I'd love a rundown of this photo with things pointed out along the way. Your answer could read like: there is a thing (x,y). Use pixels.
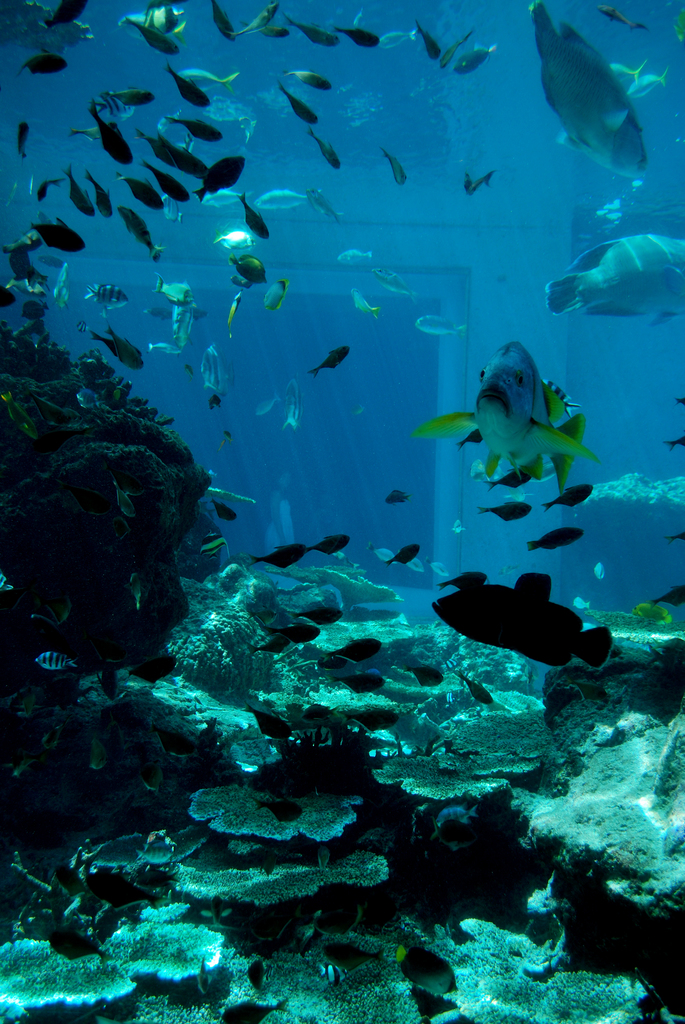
In this image we can see some fishes (583,285) are in the aquarium (561,773).
